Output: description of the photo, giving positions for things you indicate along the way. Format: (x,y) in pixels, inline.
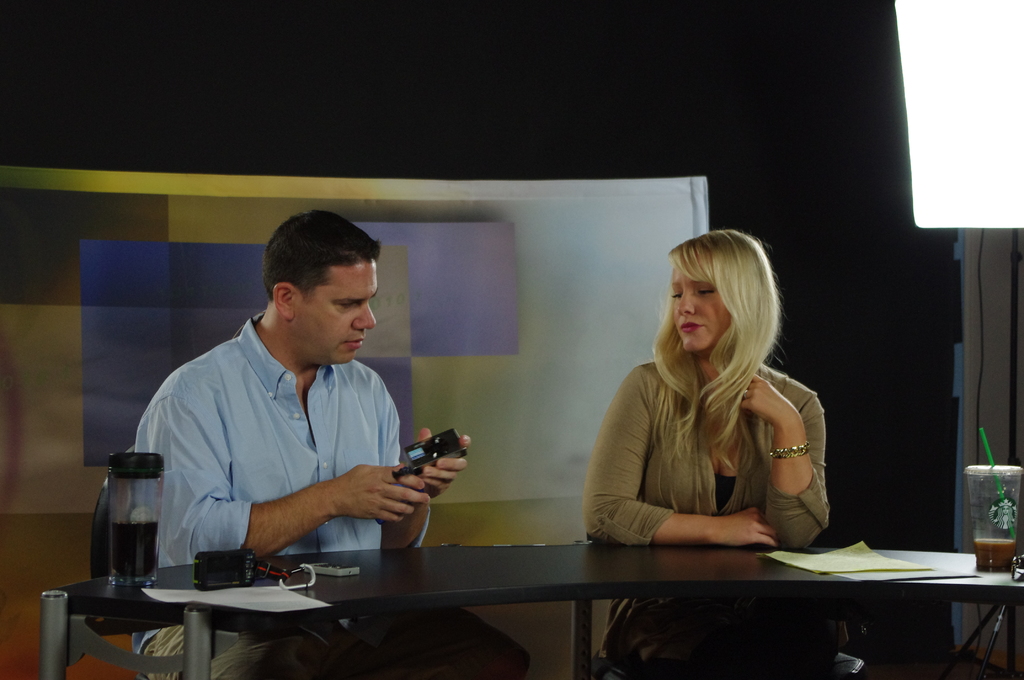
As we can see in the image there are two people (315,413) sitting on chairs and the man (296,417) who is sitting here is holding camera (423,458) in his hand (440,460) and in front of them there is a table (598,571). On table (574,586) there are papers (886,563), glass (986,545), camera (227,561) and mug (146,528).
